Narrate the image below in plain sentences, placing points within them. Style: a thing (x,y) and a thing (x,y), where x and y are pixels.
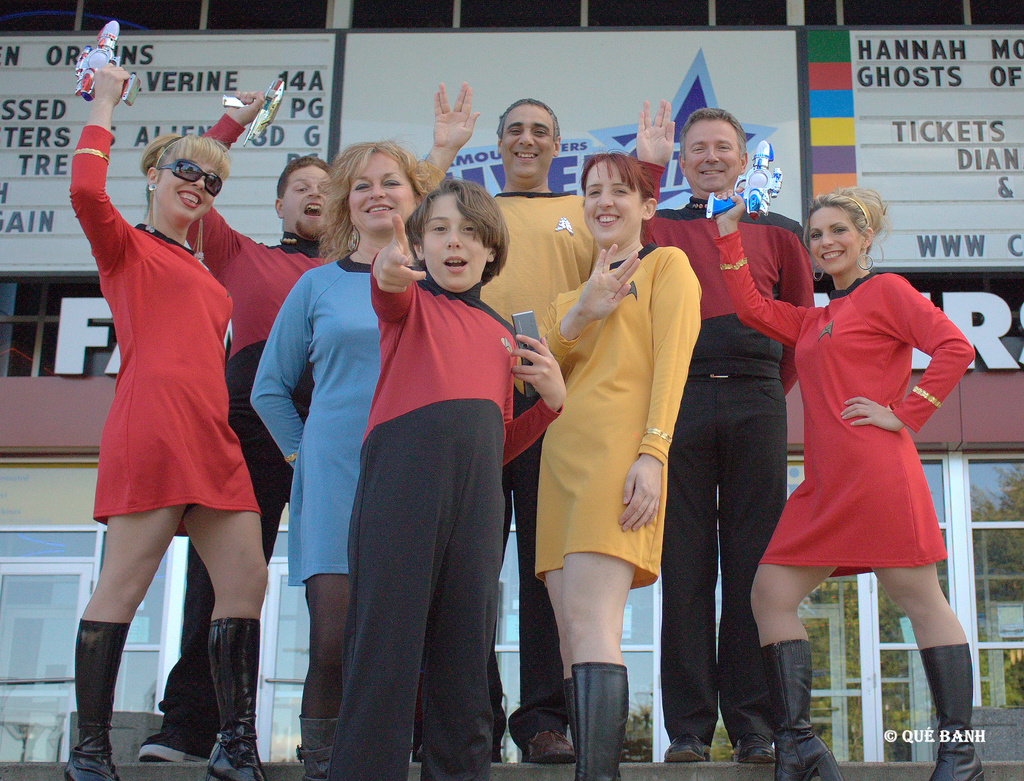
This picture describe about the group of people (512,443) standing and some are holding the toy gun (753,201) in the hand (102,120) and giving the pose into the camera with smile. Behind there are two sign board (136,50) and one advertisement board (524,90).
